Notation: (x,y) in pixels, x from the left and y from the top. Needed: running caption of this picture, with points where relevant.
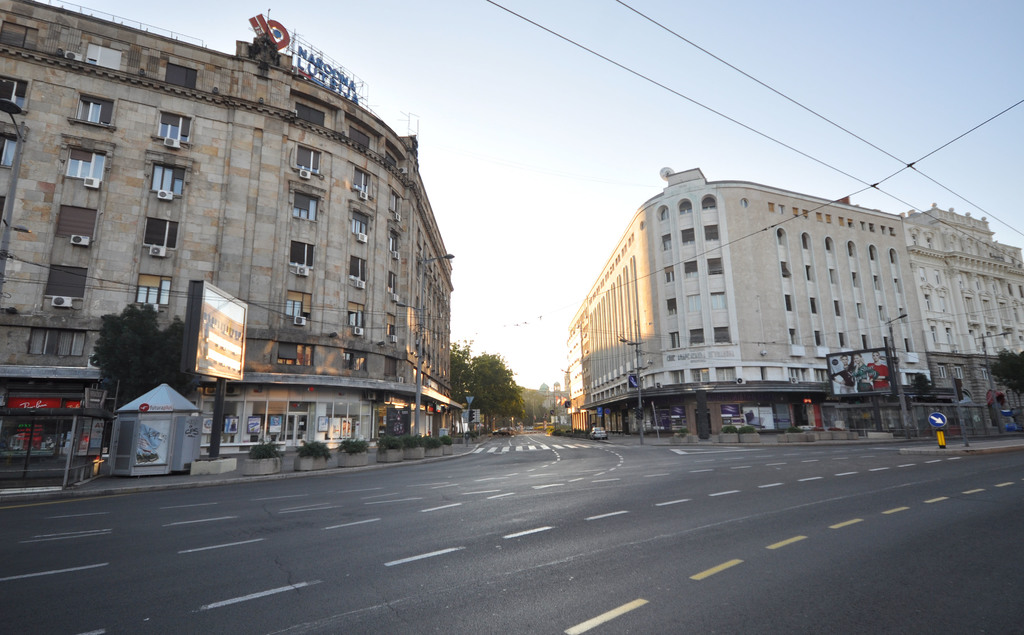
Here we can see buildings (376,233) with windows (177,240). In-front of these buildings (736,331) there are hoarding (212,315), trees (456,350) and plants (311,454). Here we can see a signboard (933,420) and vehicle (600,430).
